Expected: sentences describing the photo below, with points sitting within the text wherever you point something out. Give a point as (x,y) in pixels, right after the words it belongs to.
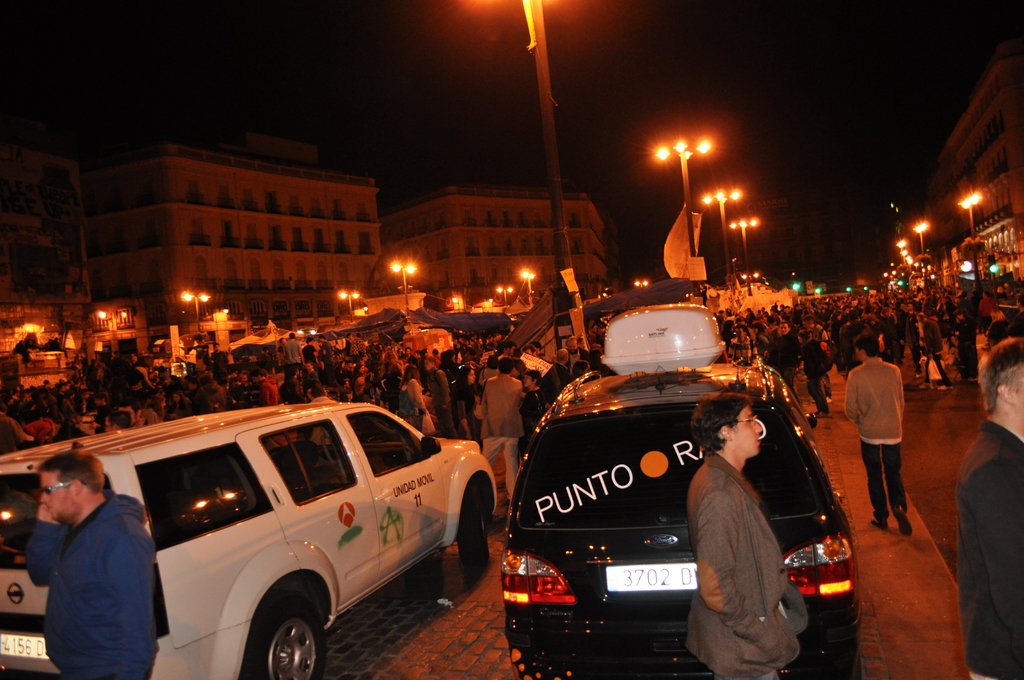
In the foreground of the image (600,488) we can see two cars (347,586) parked on the ground (448,608). One person (743,517) wearing a brown coat (732,532) and spectacles (751,421) is standing on the floor (477,634). In the background (87,414), we can see a group of people (967,330) standing on the ground (978,403), buildings (520,291), lights (505,292) and the sky (868,192).
